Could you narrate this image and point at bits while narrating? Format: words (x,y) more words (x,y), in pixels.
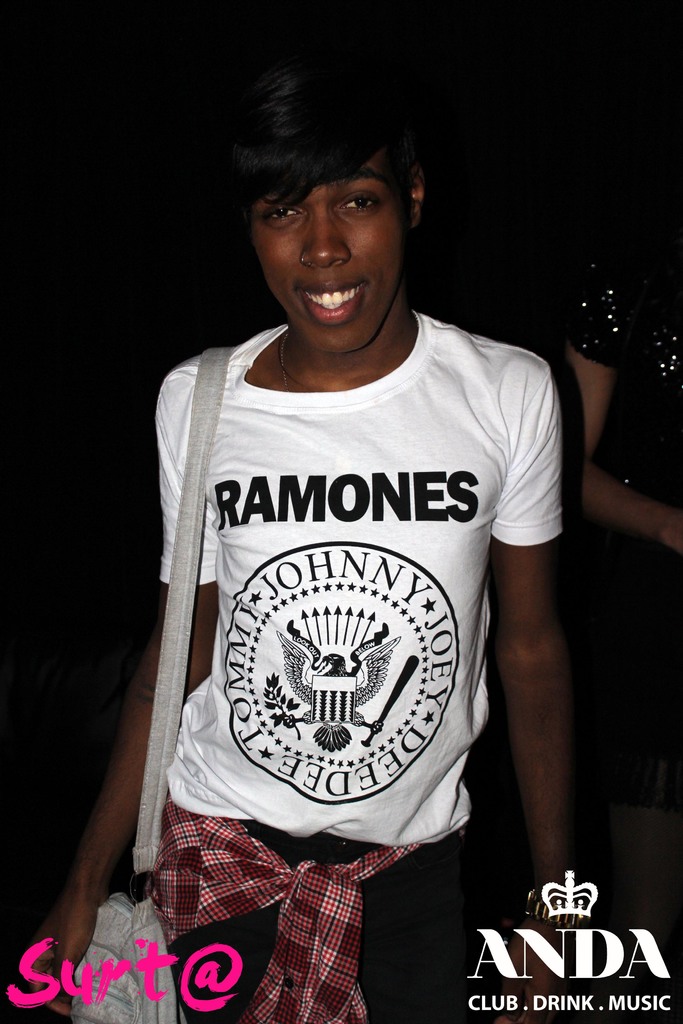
In this image, we can see a person (383,335) on the dark background wearing clothes (328,743) and bag (164,930).
